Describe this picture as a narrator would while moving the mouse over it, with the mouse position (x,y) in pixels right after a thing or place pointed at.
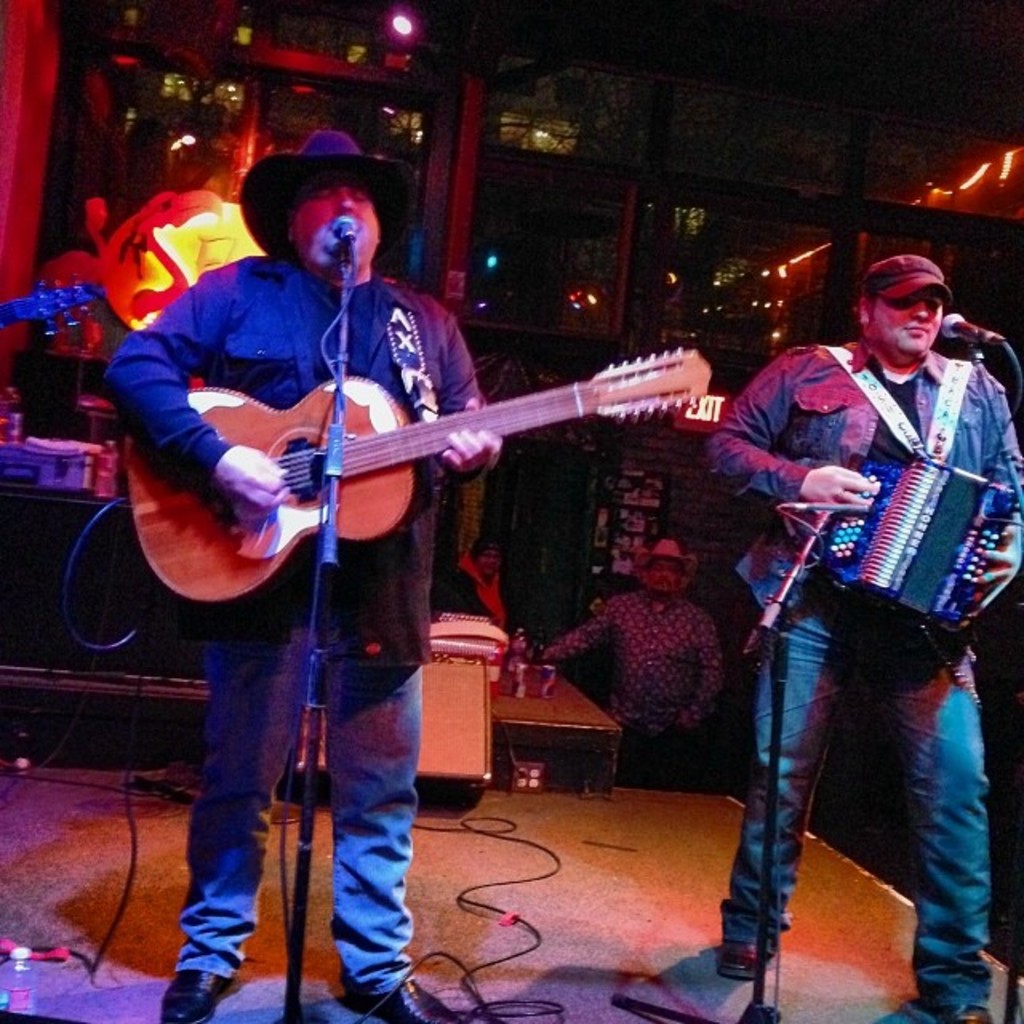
This picture is of inside. On the right (881,424) we can see a Man (907,343) standing and playing a musical instrument (922,549), in front of him there is a microphone (985,333) attached to the stand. In the center (370,393) there is a man (300,274) playing guitar (445,419), standing and seems to be singing. In the background (645,626) we can see two persons (650,605) standing and a table (62,509) on the top of which some items (55,468) are placed and a cabinet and focusing lights (395,24).
